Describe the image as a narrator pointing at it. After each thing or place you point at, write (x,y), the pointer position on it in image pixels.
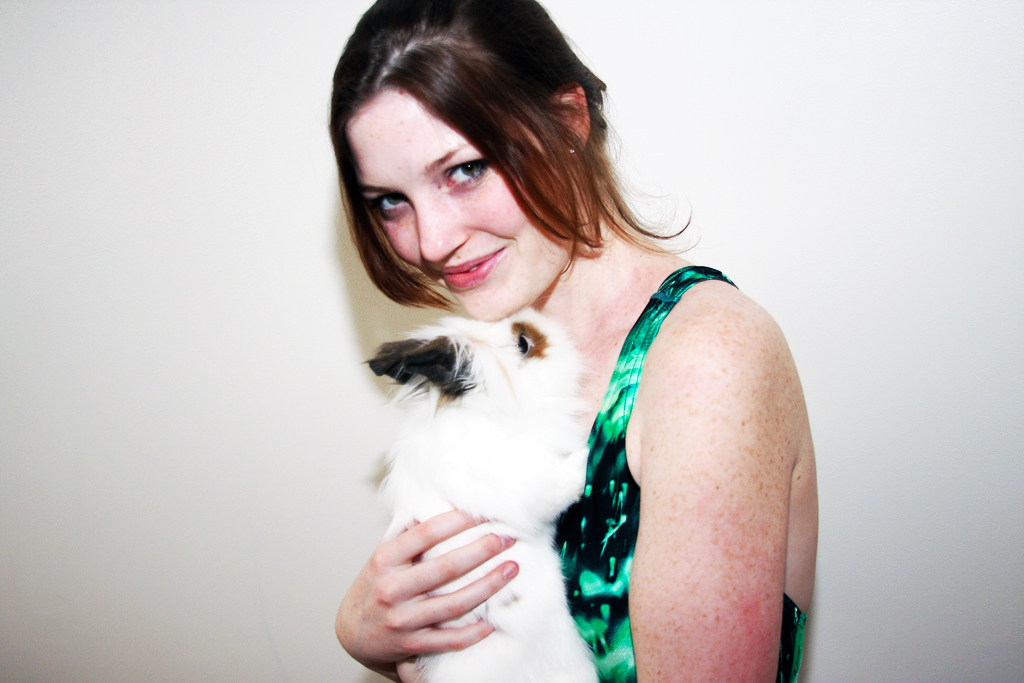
In this image I can see a woman (685,374) is holding an animal (530,425). I can also see a smile on her face (537,266). I can see she is wearing green top (604,531).
